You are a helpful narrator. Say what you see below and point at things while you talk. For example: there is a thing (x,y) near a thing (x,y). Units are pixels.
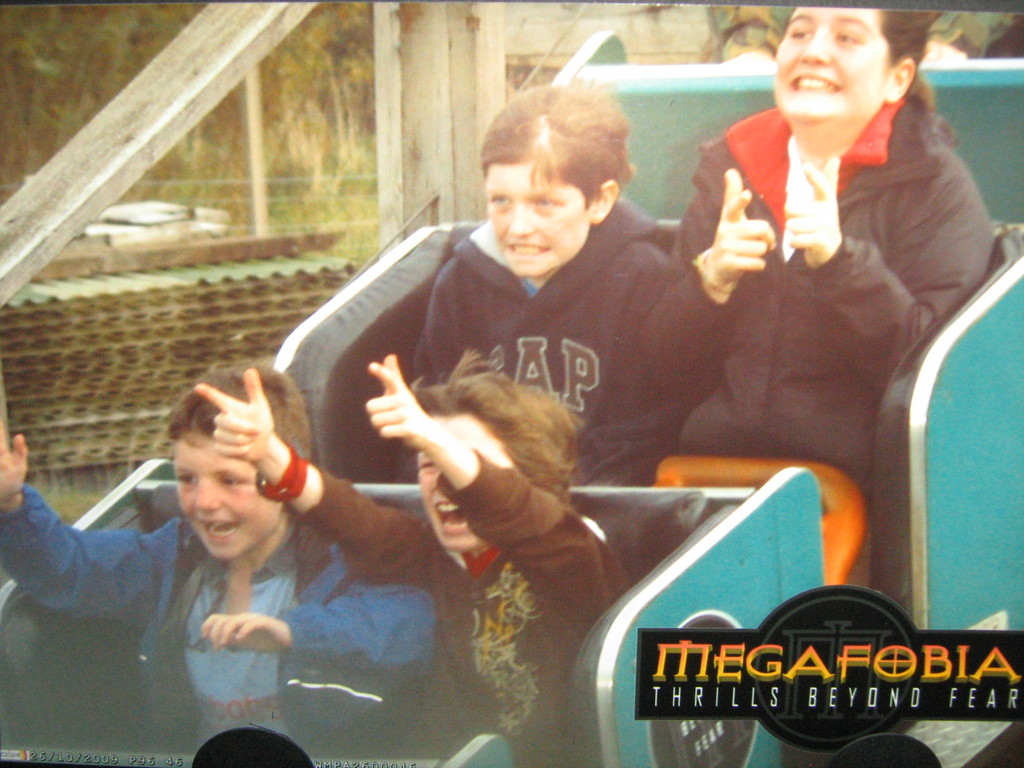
In this picture we can see four persons (705,300) on the seats (713,559). In the background (14,68) there are trees (298,70).
